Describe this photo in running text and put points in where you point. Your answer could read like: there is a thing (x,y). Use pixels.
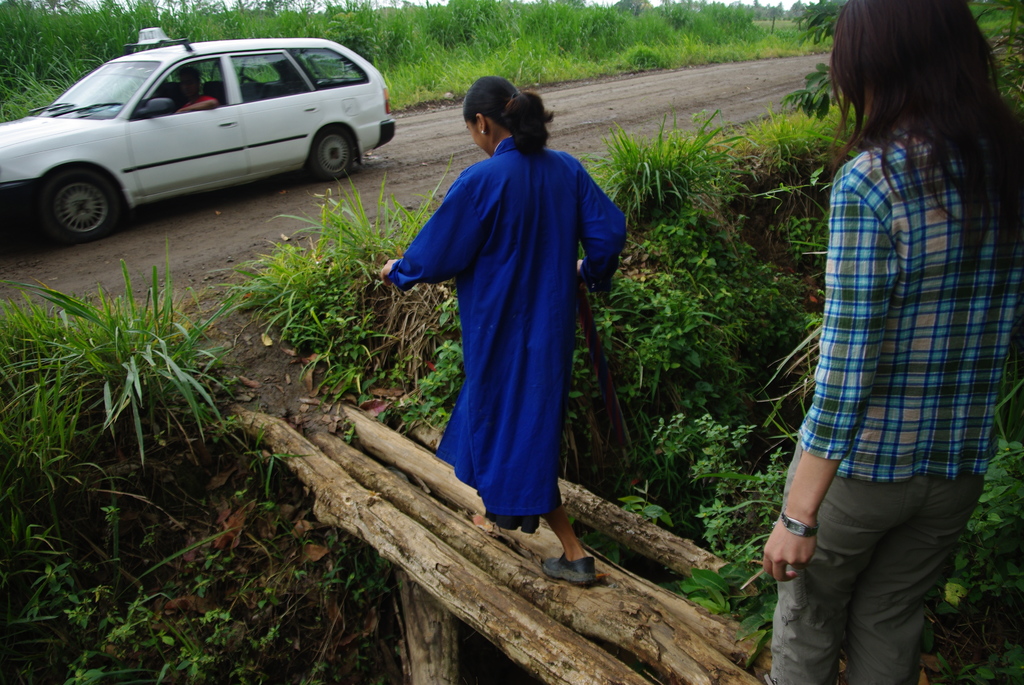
As we can see in the image there are three people (525,202), grass (554,13), plants (399,51) and white color car (223,127). The woman (504,375) in the middle (529,345) is wearing blue color dress (500,397) and the woman (970,427) on the right side (970,427) is wearing sky blue color shirt (905,360).
